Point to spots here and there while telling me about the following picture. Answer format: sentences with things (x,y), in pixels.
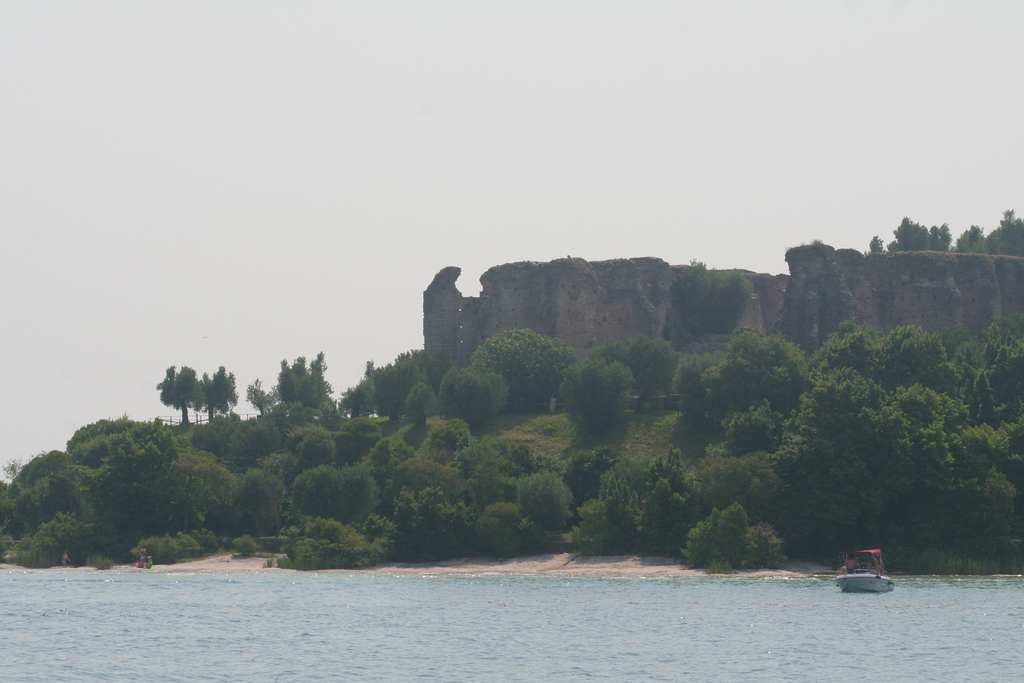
In this picture we can see there is a boat (874,576) on the water (825,607). In front of the boat (857,577) there are trees (442,460), hill (629,434) and a sky (535,133).
